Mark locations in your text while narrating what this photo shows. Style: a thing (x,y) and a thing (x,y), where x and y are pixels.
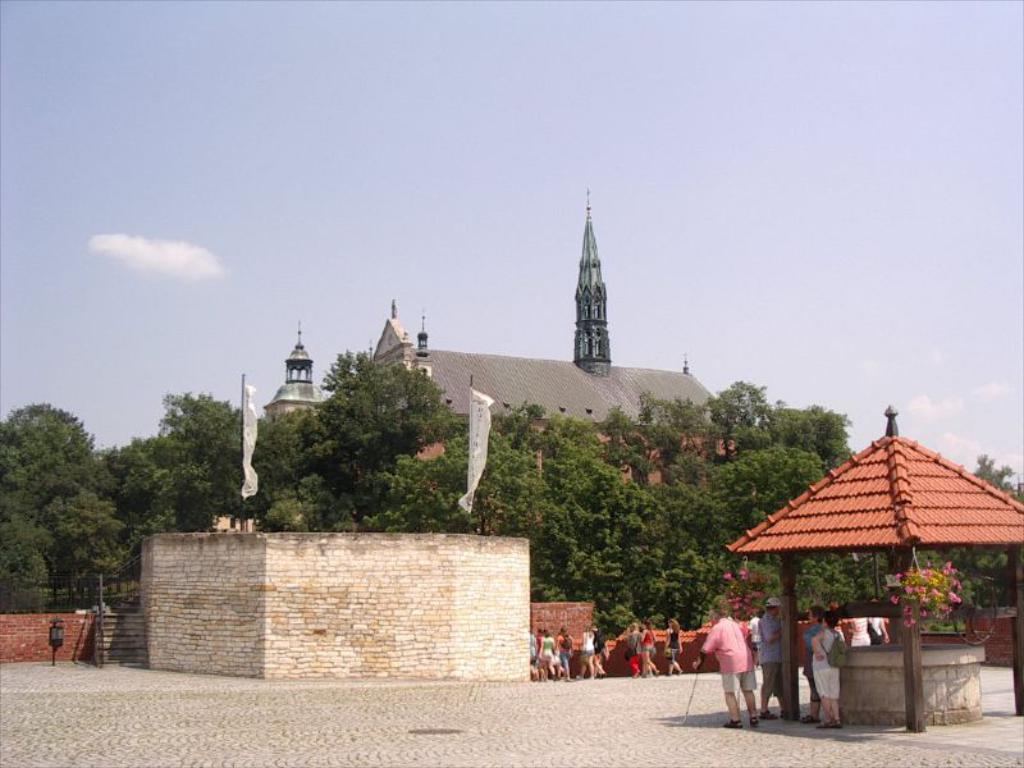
In this image we can see these people (765,707) are standing near the well (923,659). Here we can see a flower pot hanger (944,597). In the background (35,637), we can see people (543,642) walking on the road (537,686), trees (780,455), brick wall (702,637), banners (480,455) to the pole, building (498,393) and the sky (553,142) with clouds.
